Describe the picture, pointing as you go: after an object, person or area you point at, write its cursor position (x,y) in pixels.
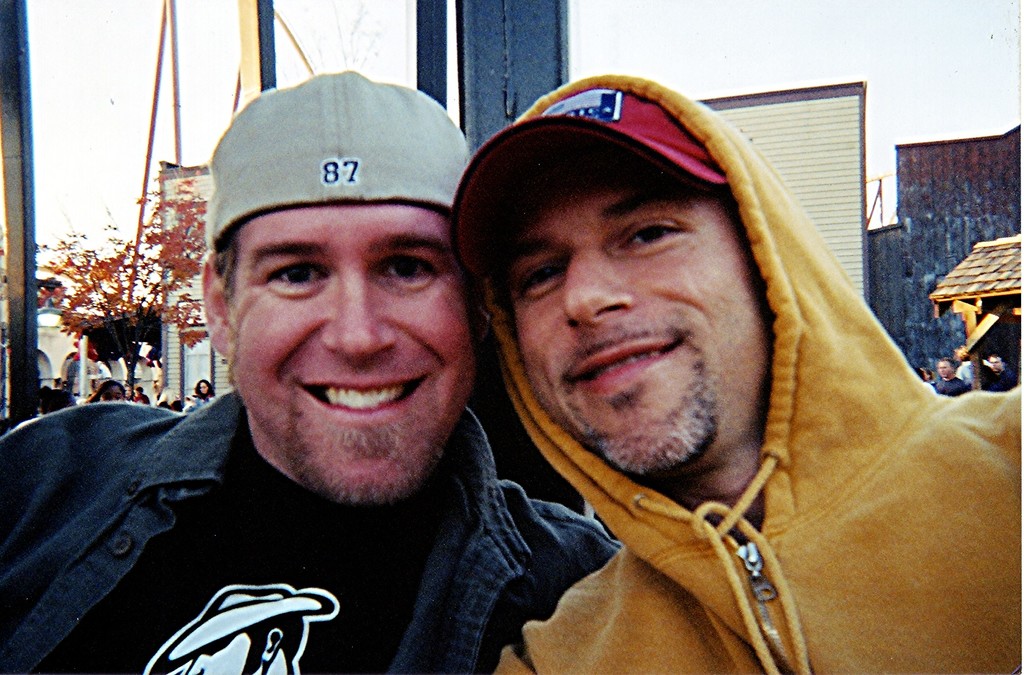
In the front of the image (370,548) we can see two people (530,629). In the background (138,292) there is a tree (144,268), rods (179,109), walls (823,161), roof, building (961,307), pole (80,378), people (113,385), sky (129,228) and things (153,360).
